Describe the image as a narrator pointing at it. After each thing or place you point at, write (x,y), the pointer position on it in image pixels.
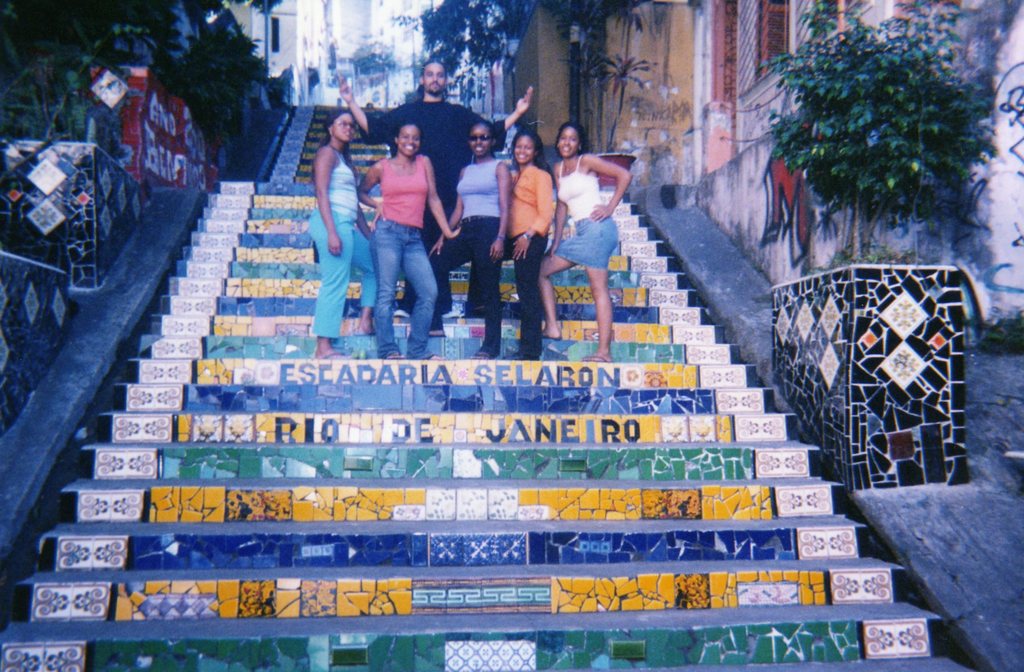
In this image we can see a few people (499,168) standing, there are text (527,428) on the stairs (436,444), and the walls (80,220), also we can see houses (327,72), trees (219,32), and plants (856,211).
